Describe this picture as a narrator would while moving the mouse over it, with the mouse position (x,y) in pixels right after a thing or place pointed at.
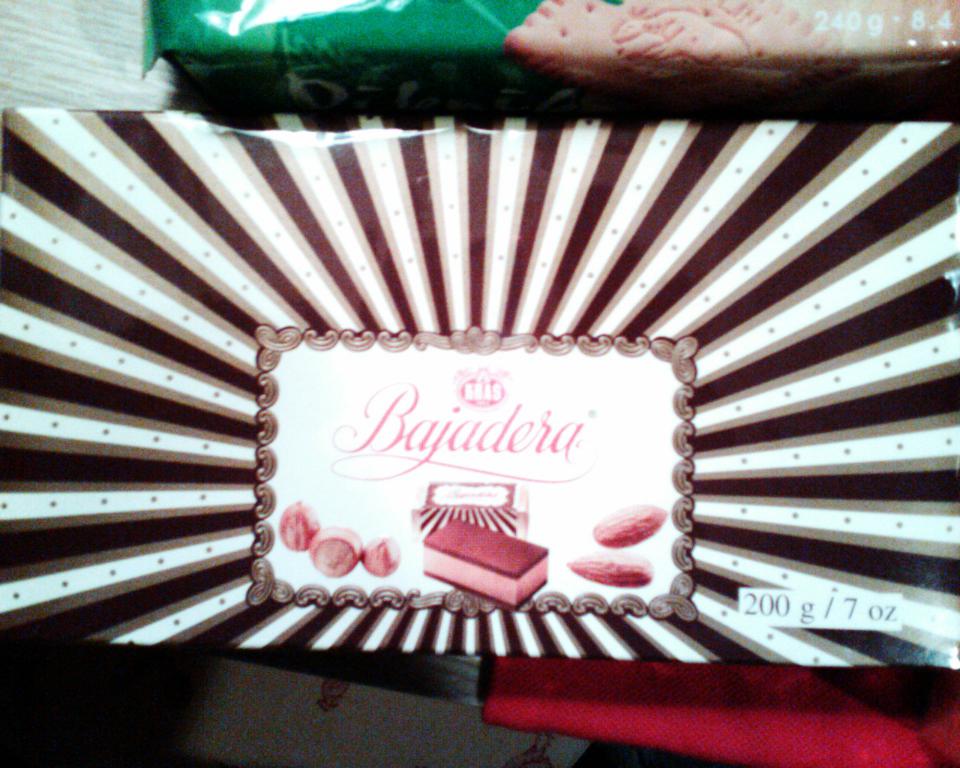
In the image there is a packet (777,396) with images (335,552) and some text (449,446) on it. At the top of the image (382,22) there is another packet (665,71).
